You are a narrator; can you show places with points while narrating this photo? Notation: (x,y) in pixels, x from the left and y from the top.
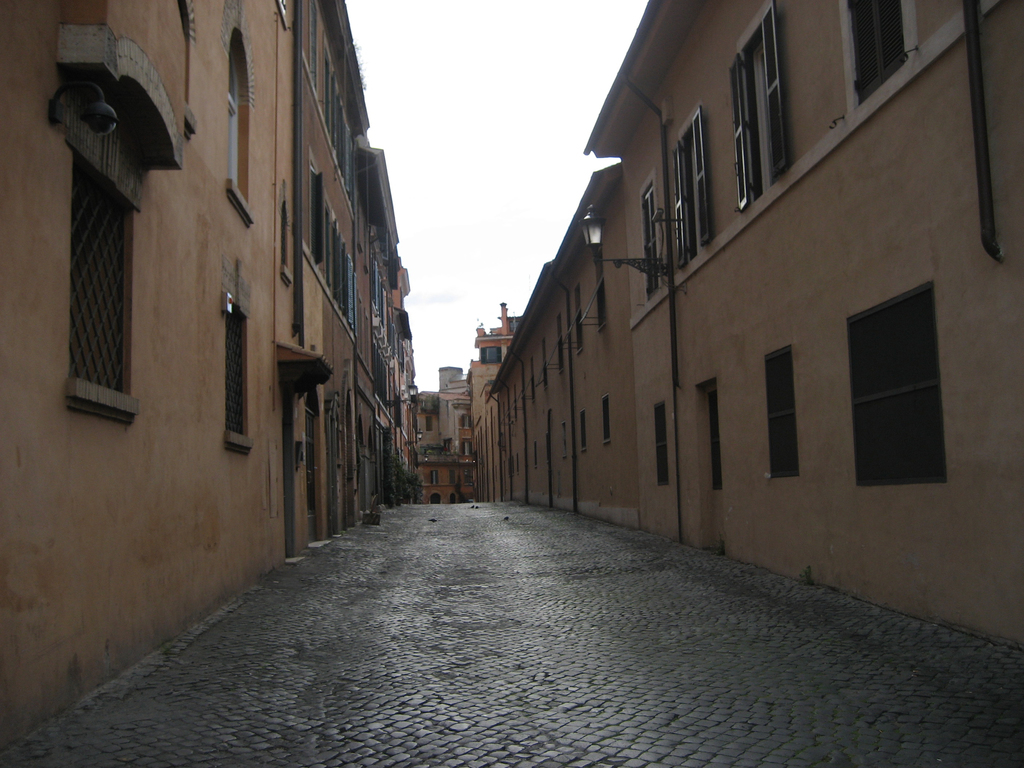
In this image we can see many buildings (733,283) and they are having many windows (659,419). There are few lights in the image. We can see the sky (520,123) in the image.
